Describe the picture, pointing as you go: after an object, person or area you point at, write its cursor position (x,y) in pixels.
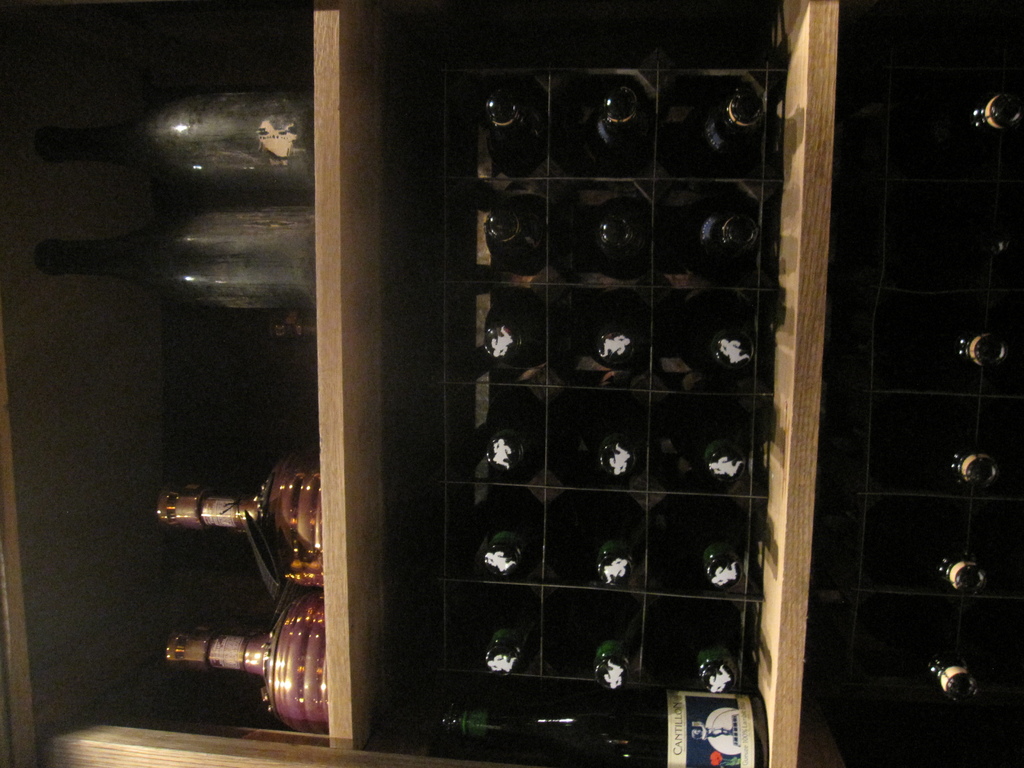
In this image, I can see the wine bottles (289,108), which are kept in the wooden racks (325,312).
